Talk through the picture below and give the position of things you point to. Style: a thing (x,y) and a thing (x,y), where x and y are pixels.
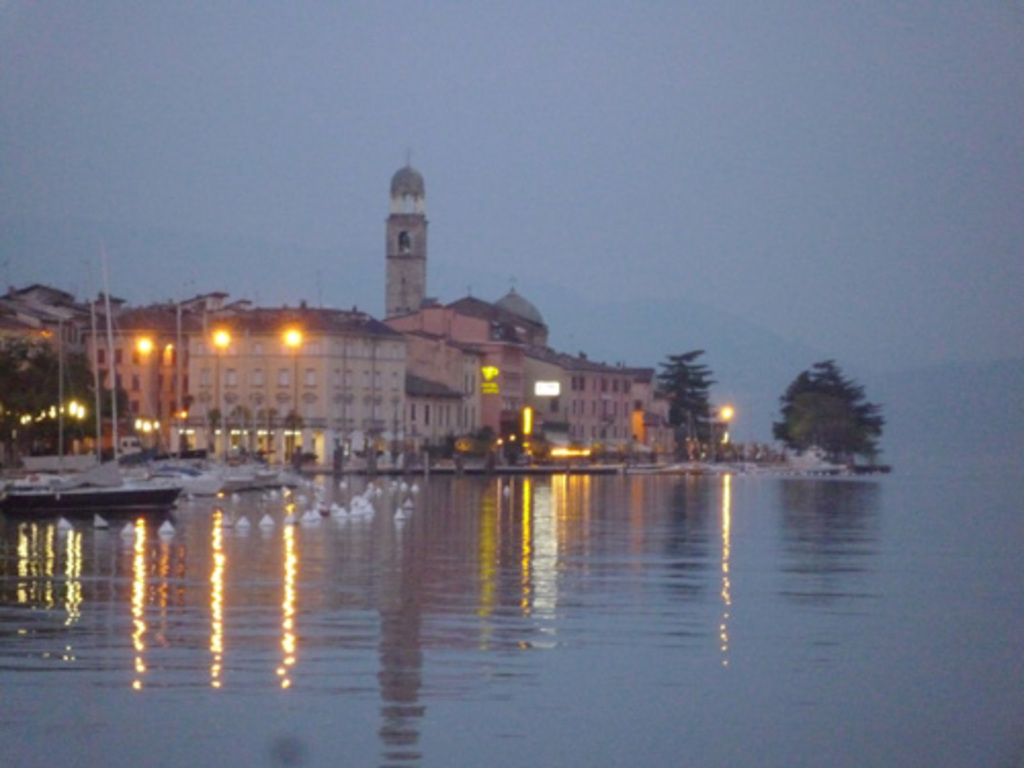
In the foreground of the picture (483,567) there is a water body (288,560). On the left (135,469) there are boats (25,480), trees (64,378). In the center of the picture (600,418) there are trees (828,413), lights (290,345) and building (410,331). Sky (348,103) is cloudy.
